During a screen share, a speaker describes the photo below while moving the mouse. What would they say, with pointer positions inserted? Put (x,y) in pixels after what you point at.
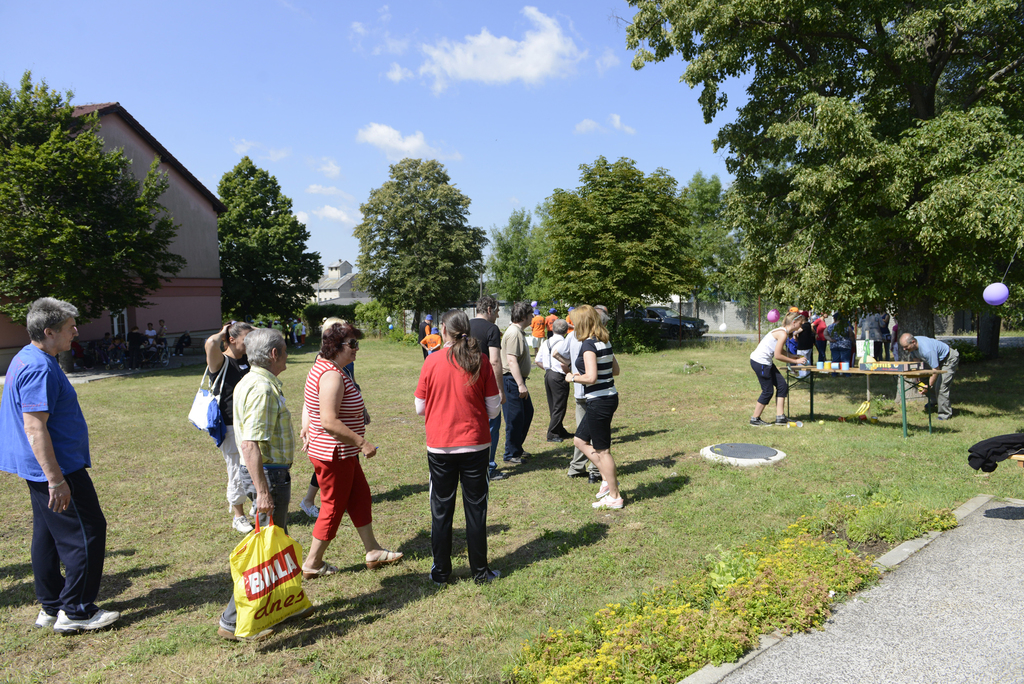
In this picture I can see a group of people (520,359) in the middle (449,433), on the right side (906,392) there is a table (903,373). In the background (207,273) there are trees (887,214) and houses (169,303), there is a car (677,321) on the road (717,334). At the top (499,105) I can see the sky (532,130).
